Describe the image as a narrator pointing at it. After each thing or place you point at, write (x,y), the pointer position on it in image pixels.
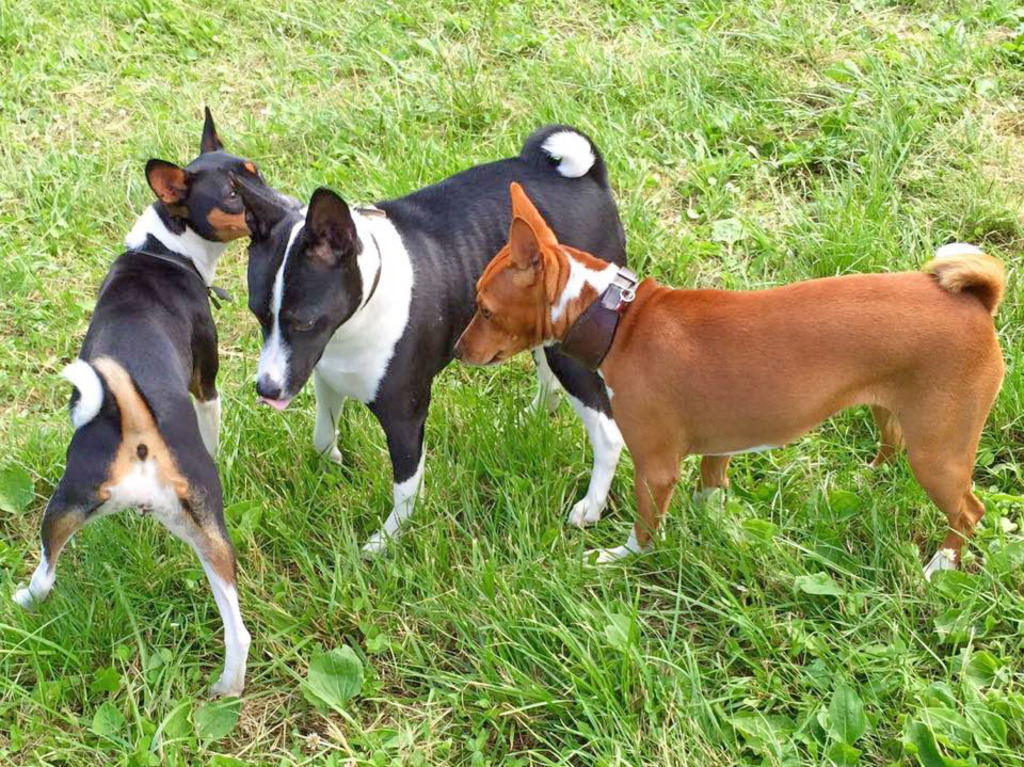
In the center of the image (425,339) there are dogs (420,358). At the bottom of the image (460,673) there is grass (460,673).
